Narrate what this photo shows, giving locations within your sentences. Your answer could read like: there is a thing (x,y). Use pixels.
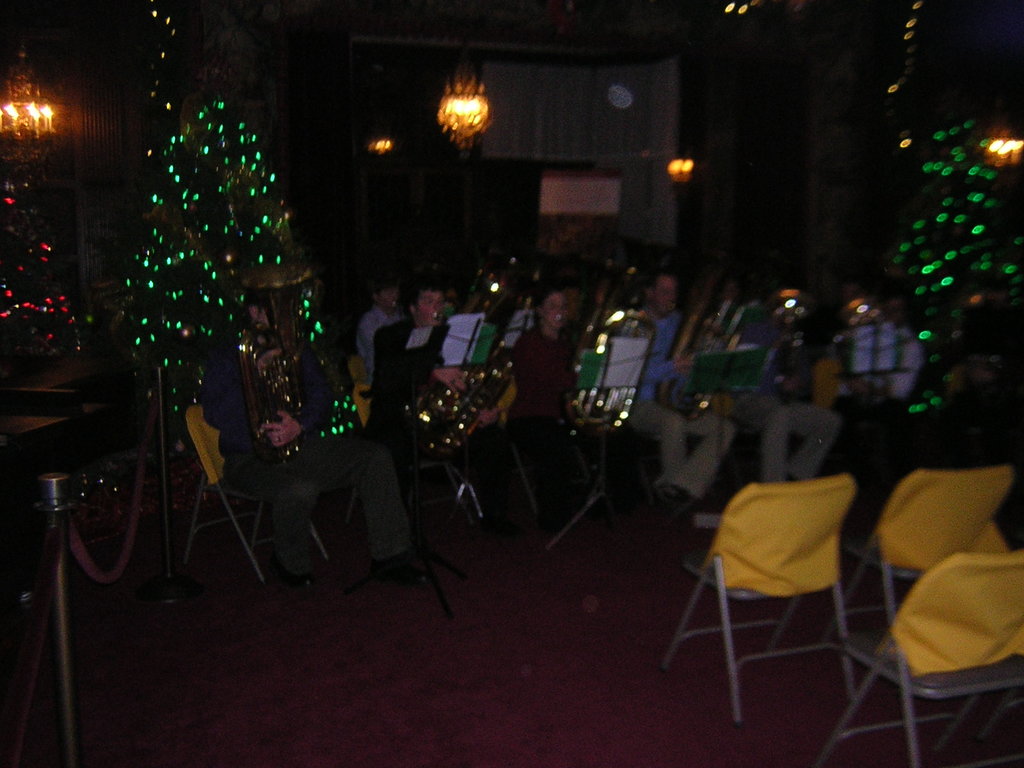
This image is taken in dark where we can see a few people (882,392) are sitting on the chairs (218,449) and playing musical instruments (590,326). In the background (218,243), we can see lights (27,135) and candles (52,110) here.
